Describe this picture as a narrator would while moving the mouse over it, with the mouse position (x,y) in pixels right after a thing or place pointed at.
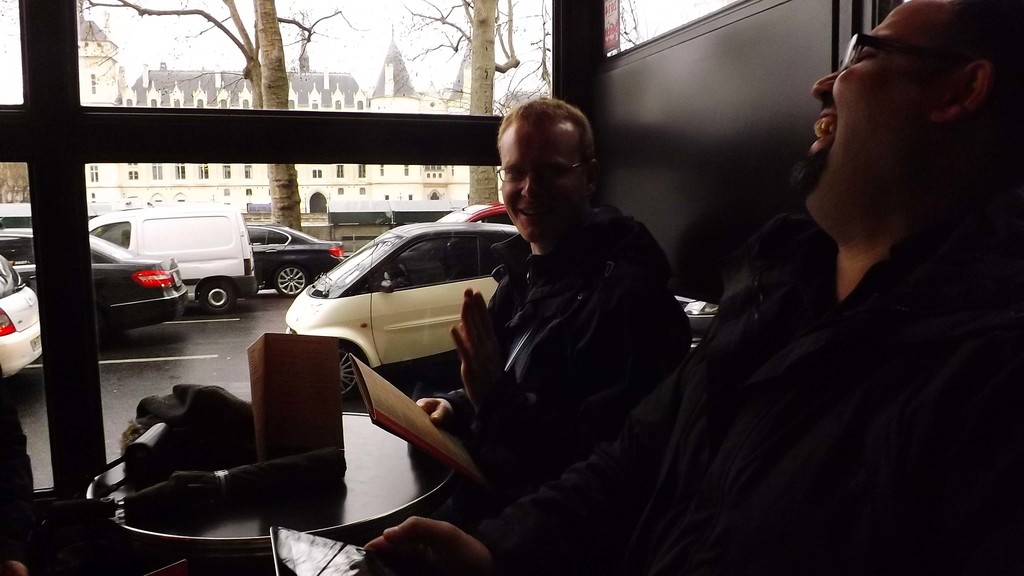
In this image we can see this person (605,468) is holding a mobile phone (298,565) in his hands (398,554) and smiling and this person (519,366) is holding a file (408,421) in his hands (484,379) and sitting near the table (393,507). Here we can see an umbrella (280,460), menu card (263,436) and few things (234,413) kept on the table (370,493). Here we can see glass windows (239,261) through which we can see vehicles (318,260) moving on the road (158,349), trees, buildings (120,95) and sky (427,46) in the background (364,56).
